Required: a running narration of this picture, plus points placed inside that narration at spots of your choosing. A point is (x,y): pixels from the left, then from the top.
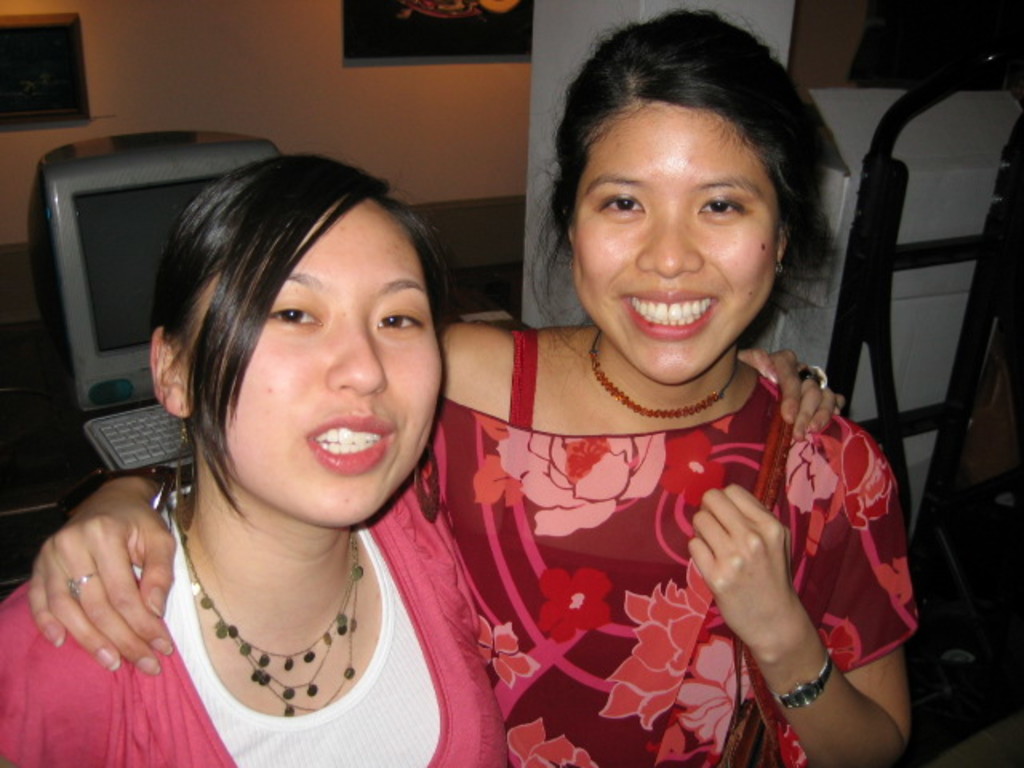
In this image, we can see two ladies (561,534) are seeing and smiling. They are wearing chains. Background (583,25) there is a wall (497,113), pillars (568,45), monitor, keyboard (138,435) and rods (877,232).
